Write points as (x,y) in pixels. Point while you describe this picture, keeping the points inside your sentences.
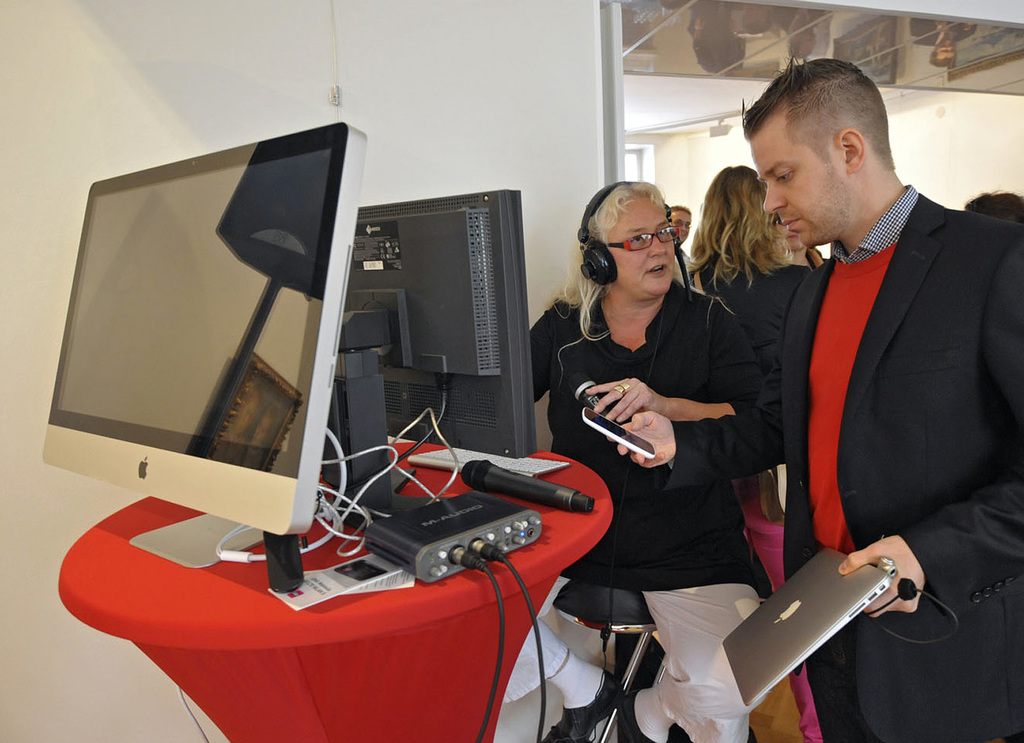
In this image we can see a group of people (650,270) standing. In that a man (880,638) is holding a laptop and a cellphone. We can also see a woman (696,609) sitting on a chair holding a mic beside a table (538,580) containing some monitors (259,293), wires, a mic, paper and a device (476,500) on it. On the backside (535,184) we can see a wall (564,172) and a roof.
